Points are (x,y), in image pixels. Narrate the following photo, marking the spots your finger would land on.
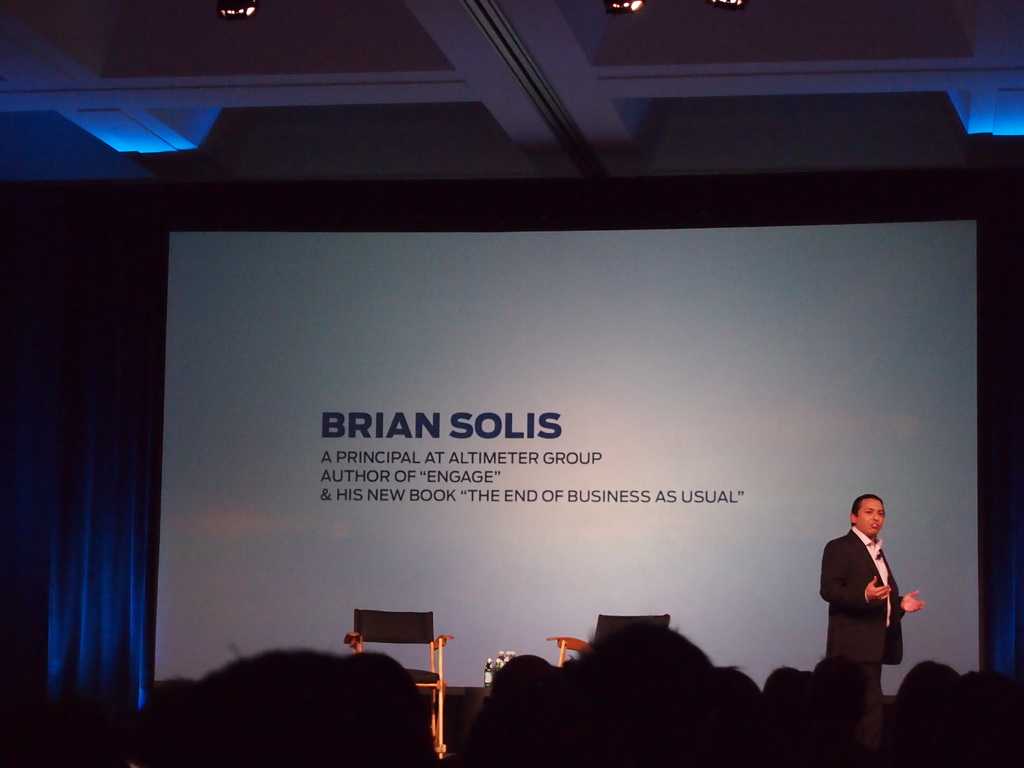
As we can see in the image there is a screen (458,524), blue color curtain (85,375), few people (595,679) here and there and a chair (436,689). The person (848,646) standing over here is wearing a black color jacket (895,634).
